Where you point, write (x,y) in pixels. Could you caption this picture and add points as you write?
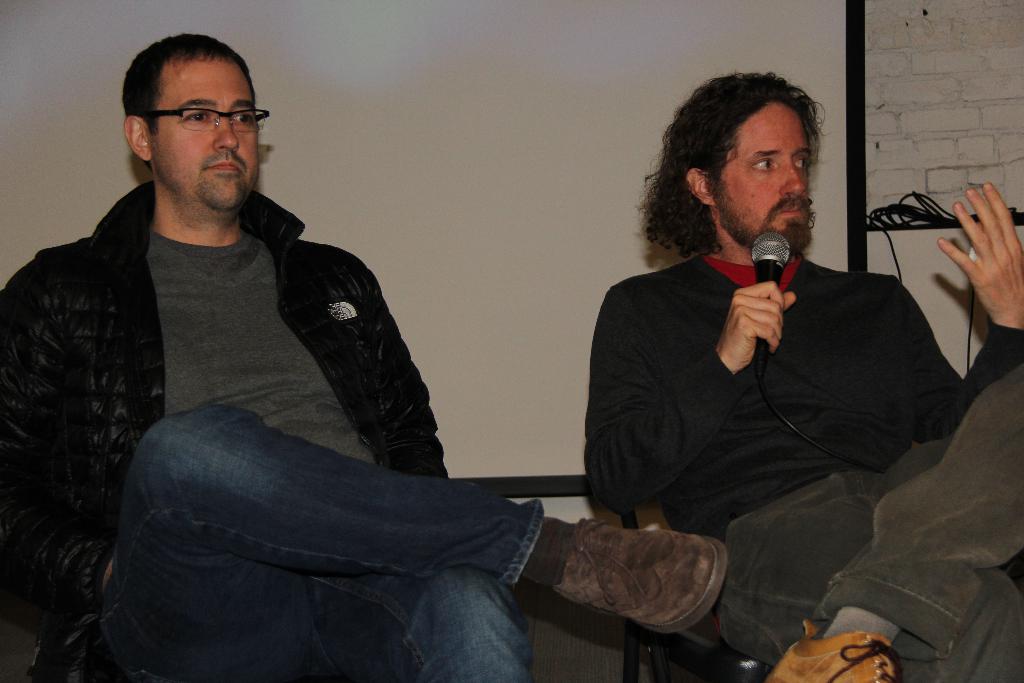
In this image there are persons (704,444) sitting and on the right side (711,410) there is a man (810,409) sitting and holding a mic (764,374) and there are wires (899,213). In the background (473,97) there is a board (464,151) which is white in colour and there is a wall (949,98) which is white in colour.
